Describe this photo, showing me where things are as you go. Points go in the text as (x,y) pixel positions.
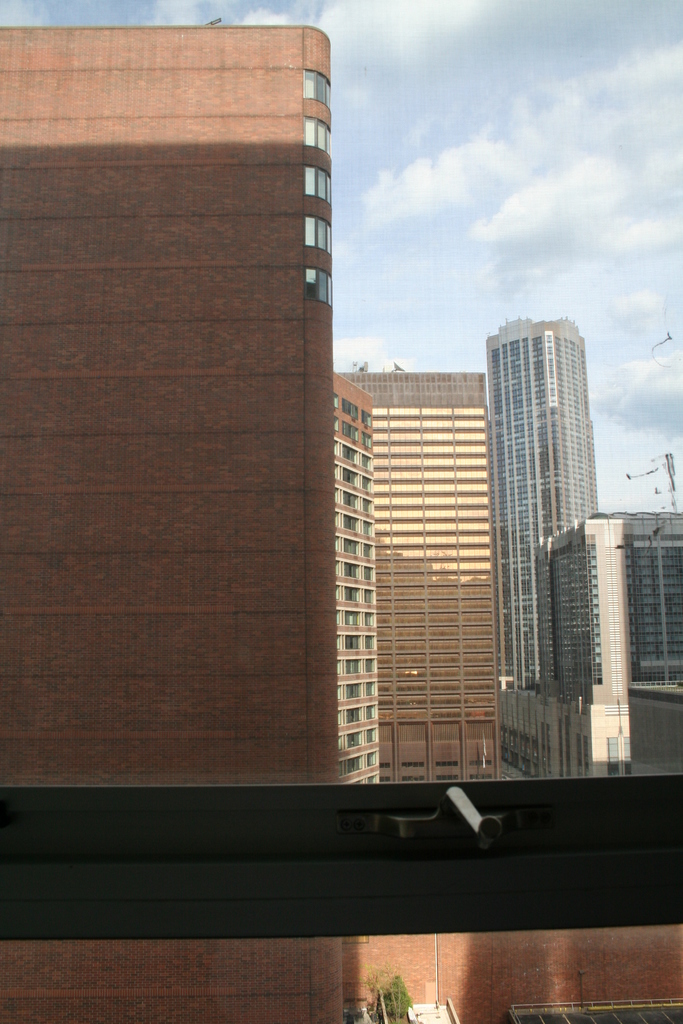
In this image we can see there are buildings (431,709) and there is a plant (398,1003). On the side there is a pole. In front (460,801) it looks like a window (513,857). At the top (586,280) there is a sky (454,365).
